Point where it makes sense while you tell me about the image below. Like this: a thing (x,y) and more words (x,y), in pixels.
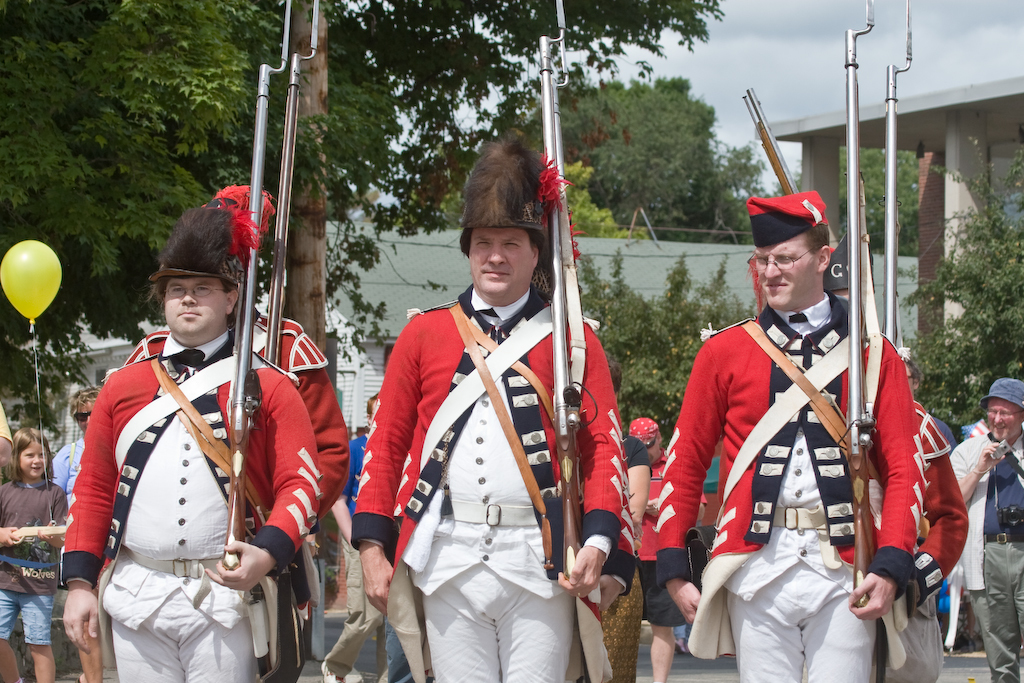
In the image in the center (484,346), we can see a few people (679,556) are standing and they are holding some objects (261,98). In the background (696,104), we can see the sky (902,20), clouds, trees (989,311), buildings (949,153), one balloon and few people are standing.
